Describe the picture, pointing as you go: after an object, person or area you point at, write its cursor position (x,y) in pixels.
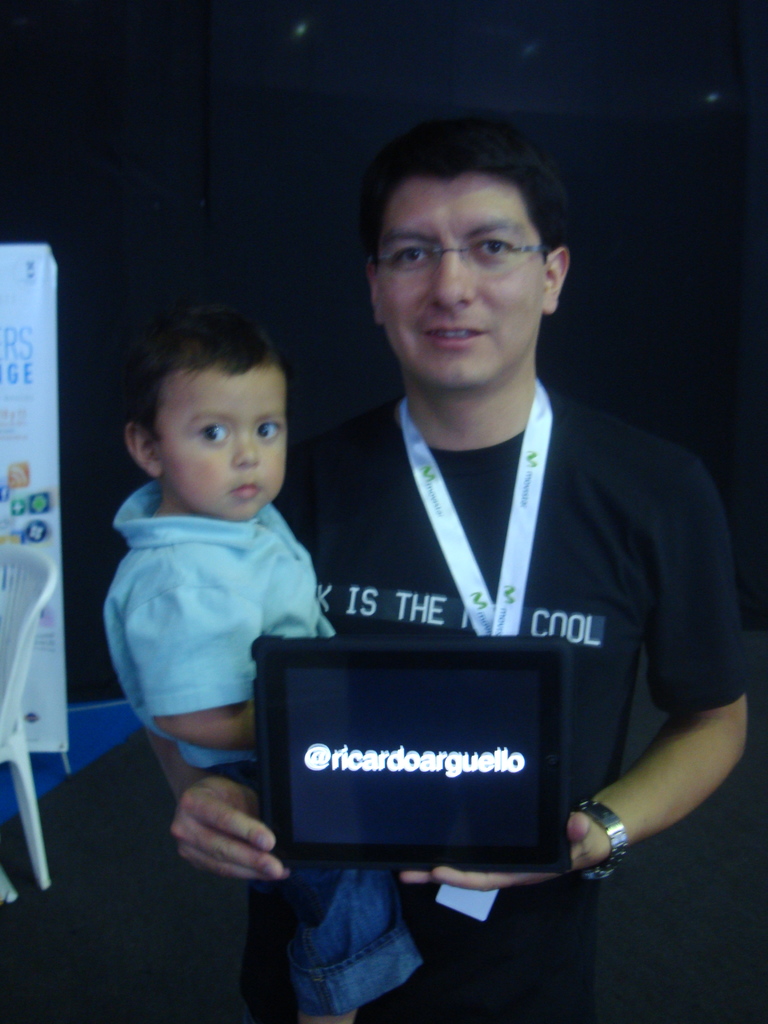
In this picture we can see a man (462,448) and a kid (195,589), he is holding an object (447,793), beside to him we can find a chair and a hoarding (48,432).
